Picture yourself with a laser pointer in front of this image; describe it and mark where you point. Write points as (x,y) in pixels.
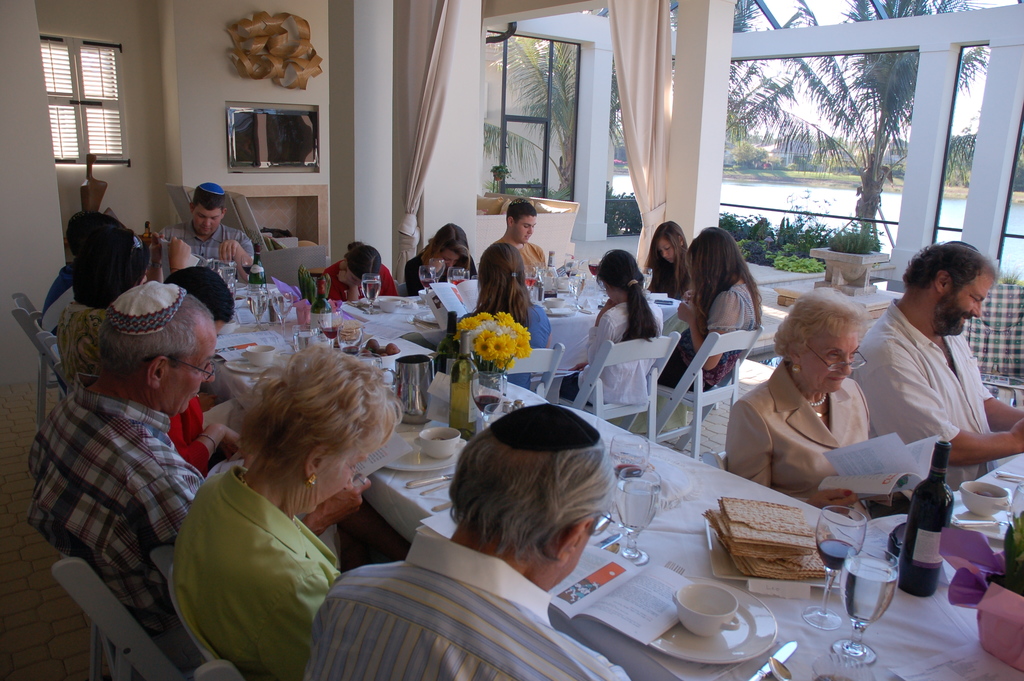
people (614,380) are sitting on the chairs (653,366) across the table (740,592). on the table (738,637) there are books (609,588), glasses (626,511), cup (716,616), saucer (741,657), knife (762,671), food (730,523), flowers (481,342), bottle (920,513). at the back (396,237) there are wall (341,115), curtains (426,134). outside the building (905,204) there are trees (872,118) and water (798,205).
